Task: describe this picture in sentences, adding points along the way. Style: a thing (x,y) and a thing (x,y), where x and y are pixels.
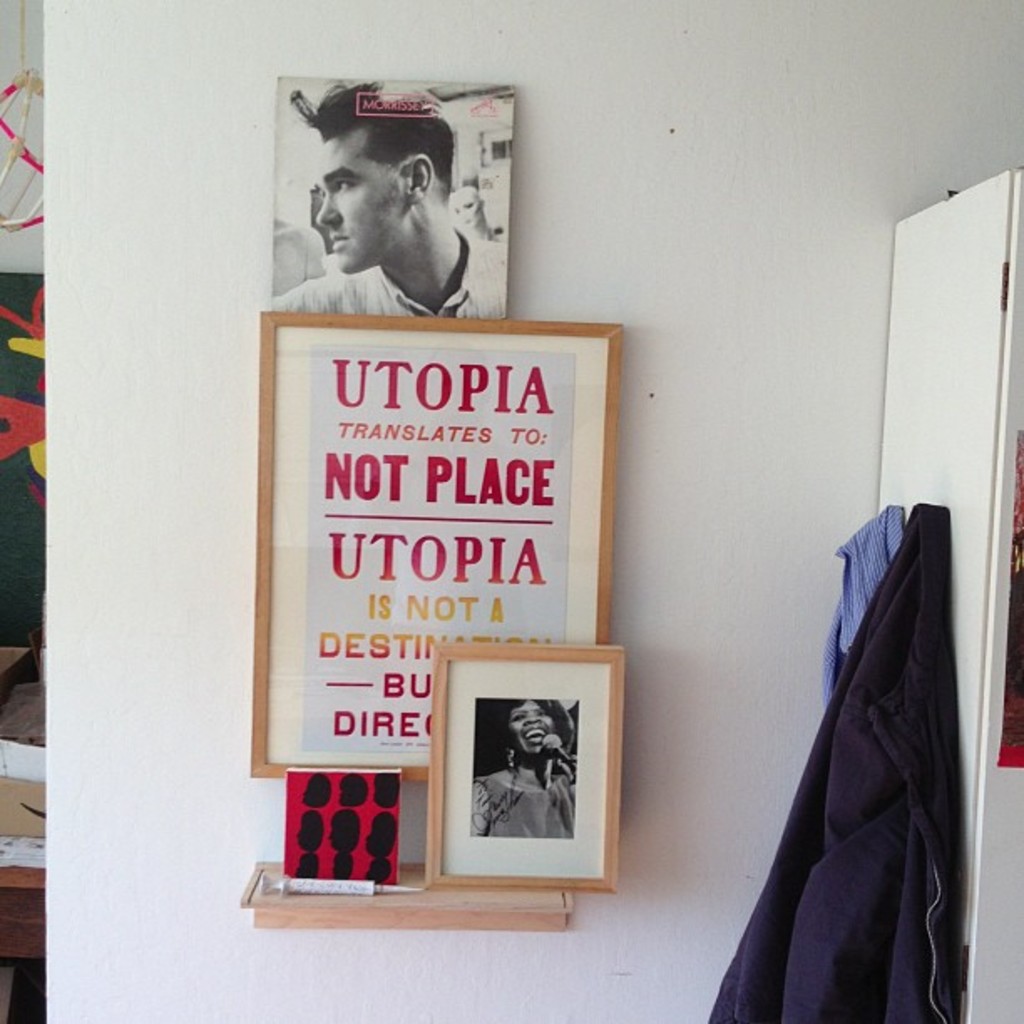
In the image we can see there are photo frames (525,595) kept on the wall (627,949) and there is a black and white photo (421,231) of a man (424,203) kept on the wall (624,244). There are two shirts (785,959) hanged to the pin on the door (957,566). The wall (121,689) is in white colour.
